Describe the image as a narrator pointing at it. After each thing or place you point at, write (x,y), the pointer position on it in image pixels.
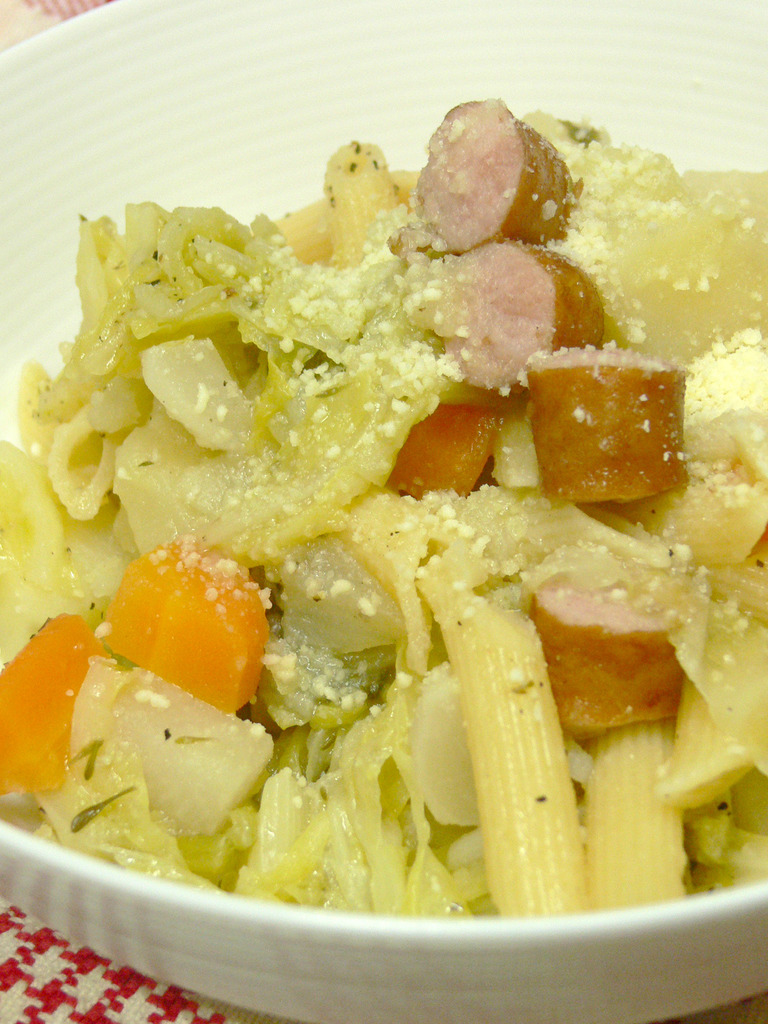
In this picture, we can see a table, on that table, we can see a bowl (661,968). In the bowl (185,968), we can see some food item (623,500).
